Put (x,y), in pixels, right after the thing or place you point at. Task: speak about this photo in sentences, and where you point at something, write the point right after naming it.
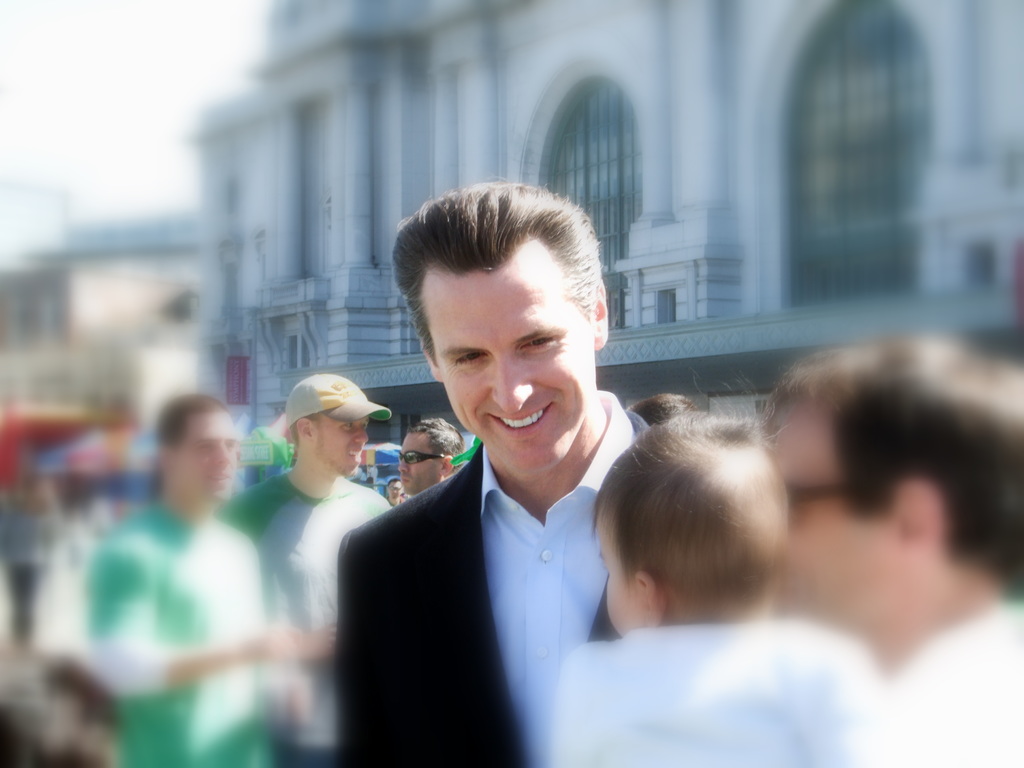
Here in this picture in the middle (540,282) we can see a person (575,328) standing over a place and we can see he is wearing black colored coat (425,549) and smiling and behind him also we can see other number of people (351,443) standing and some are in blurry manner and we can see the buildings (421,185) also present in blurry manner.
